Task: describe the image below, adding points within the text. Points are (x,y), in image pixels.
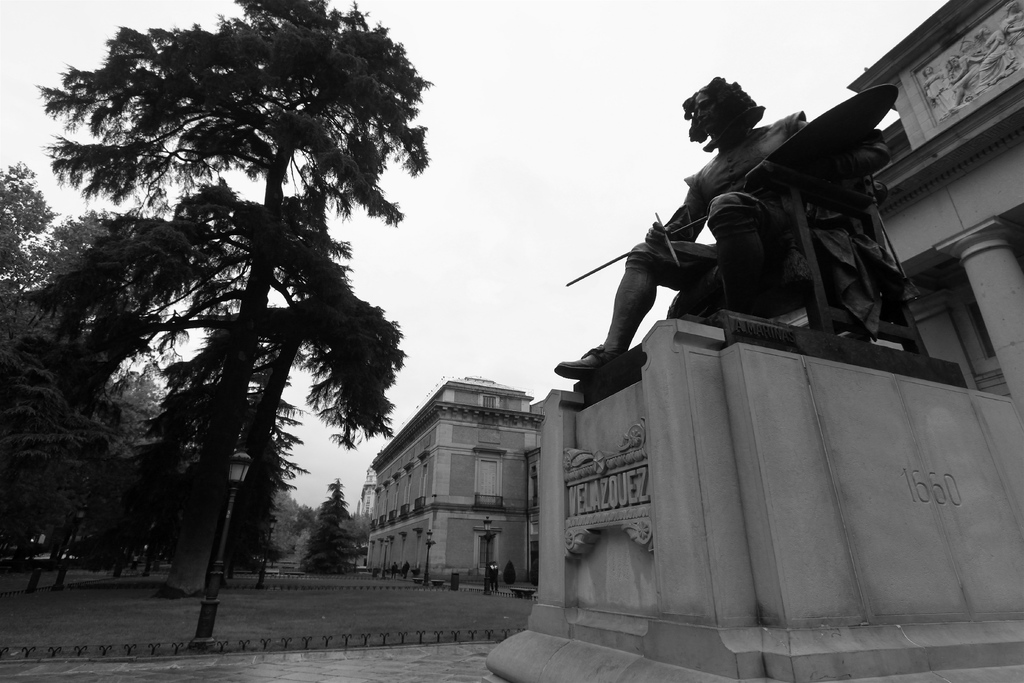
In this picture we can see a statue (745,248), in the background (496,435) we can see few buildings (443,469), poles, trees (333,499) and lights (232,473).
